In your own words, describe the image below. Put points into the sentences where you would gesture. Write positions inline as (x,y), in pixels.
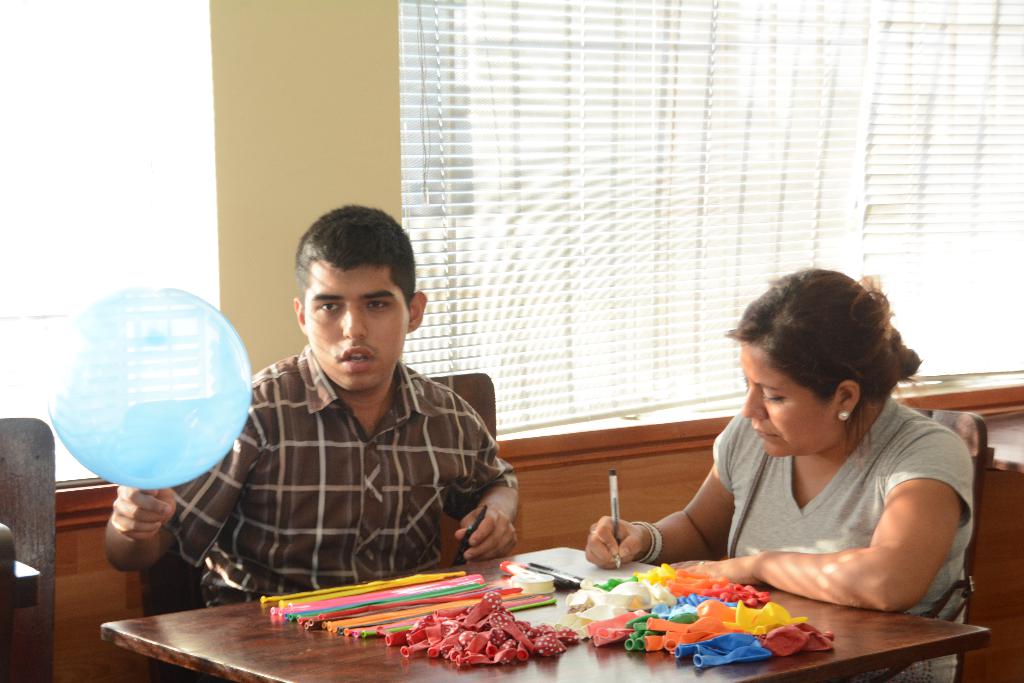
On the background (744,131) we can see windows (432,128). Here we can see a man (281,443) holding a balloon (176,385) in his hand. We can see a woman (842,490) holding a pen (614,500) in her hand (606,543) and writing. We can see colorful balloons (624,631) and straws (321,591) on the table (275,638). They both are sitting on the chairs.
